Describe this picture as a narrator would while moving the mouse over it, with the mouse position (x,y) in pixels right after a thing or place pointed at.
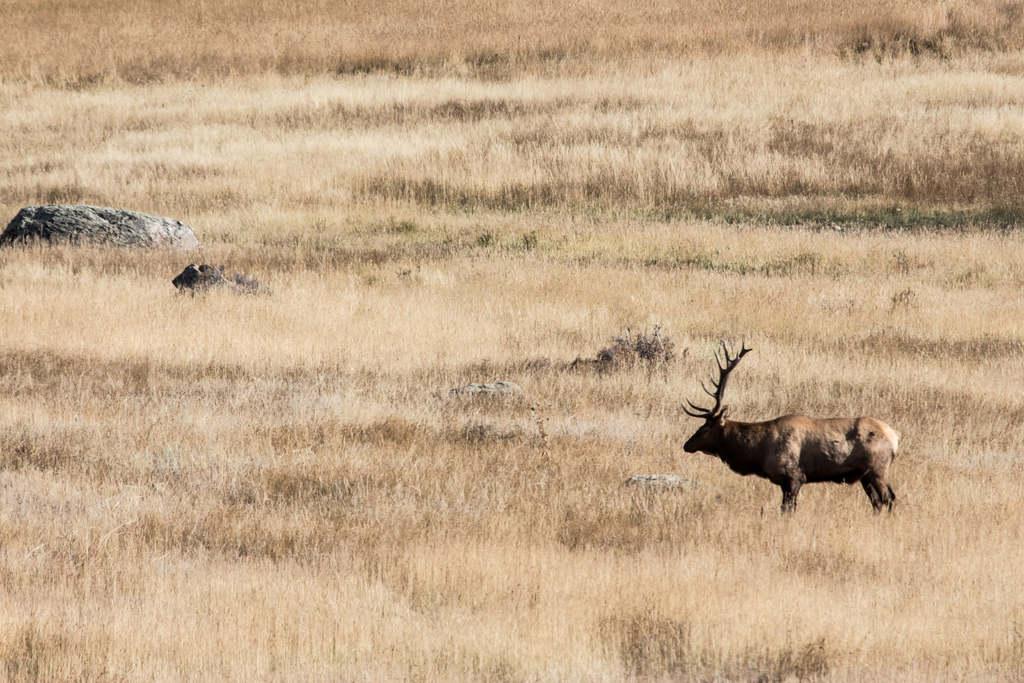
In this image there is a deer (788,464) standing at the middle of grass (229,354), beside that there is a stone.
